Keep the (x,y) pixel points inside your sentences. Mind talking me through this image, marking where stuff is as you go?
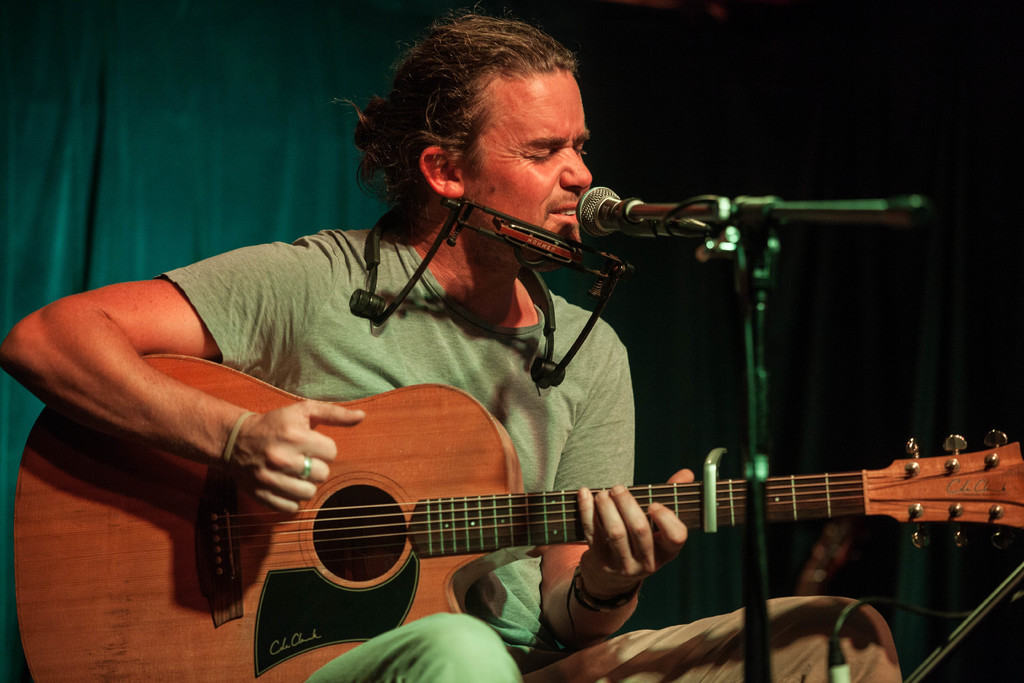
In a picture only one person (213,425) is sitting on the chair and playing a guitar (479,509) in front of the microphone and behind him there is big curtain (239,159).
